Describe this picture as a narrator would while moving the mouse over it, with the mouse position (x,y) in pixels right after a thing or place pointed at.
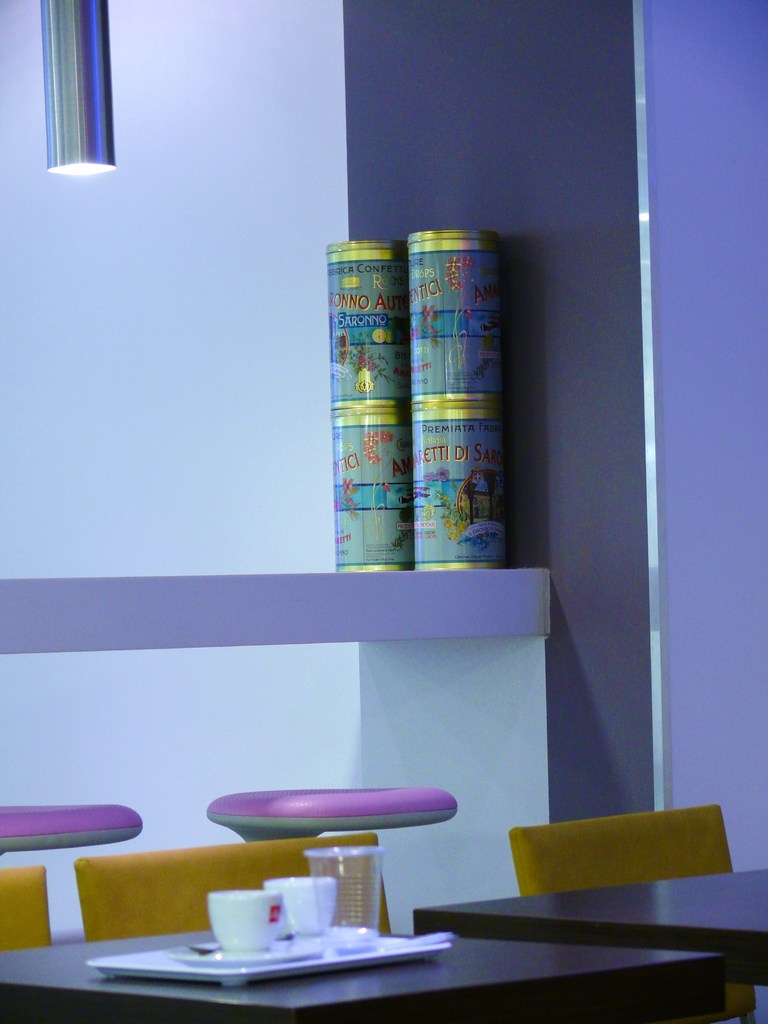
In this image there is a rack (538,611), tables (739,886), chairs (600,831), light (66,139), wall (247,205), cups (291,892) and objects (286,950).
